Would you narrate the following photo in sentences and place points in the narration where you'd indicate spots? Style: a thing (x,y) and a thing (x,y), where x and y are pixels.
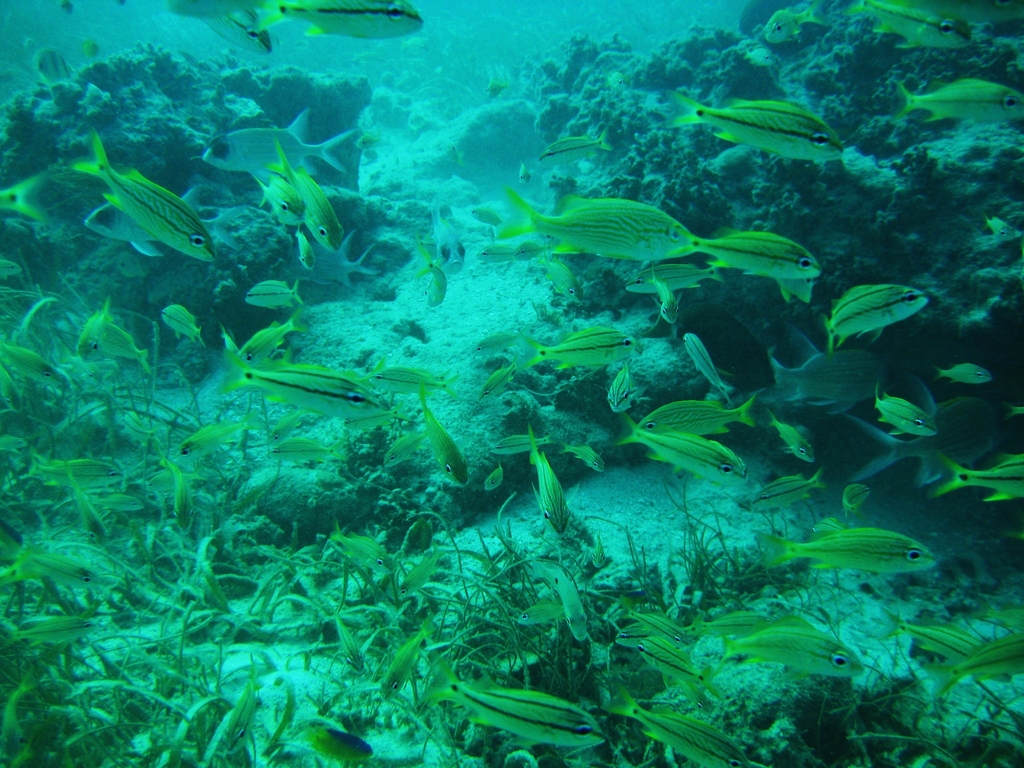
In this picture we can see fishes (516,447), grass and corals (654,364) in the water (446,302).
